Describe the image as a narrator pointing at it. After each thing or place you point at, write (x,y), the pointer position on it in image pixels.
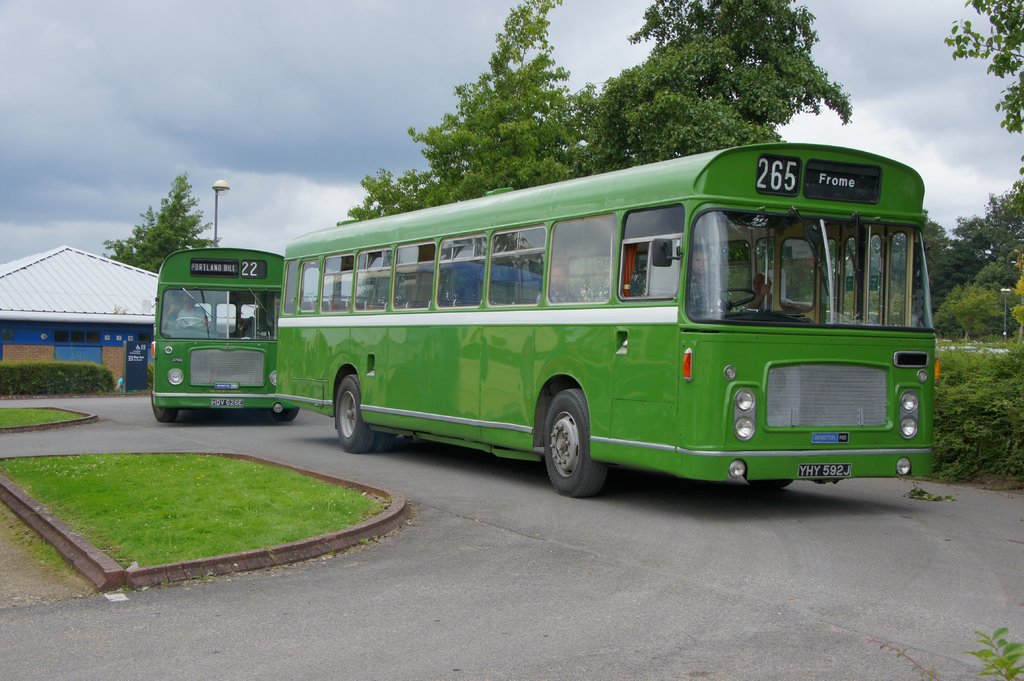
We can see green buses (318,366) on the road (406,462), grass (191,491), plants (45,371) and light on pole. In the background (75,274) we can see house (88,269), trees (686,120), light (1008,288) on pole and sky (918,136) with clouds (307,135).
